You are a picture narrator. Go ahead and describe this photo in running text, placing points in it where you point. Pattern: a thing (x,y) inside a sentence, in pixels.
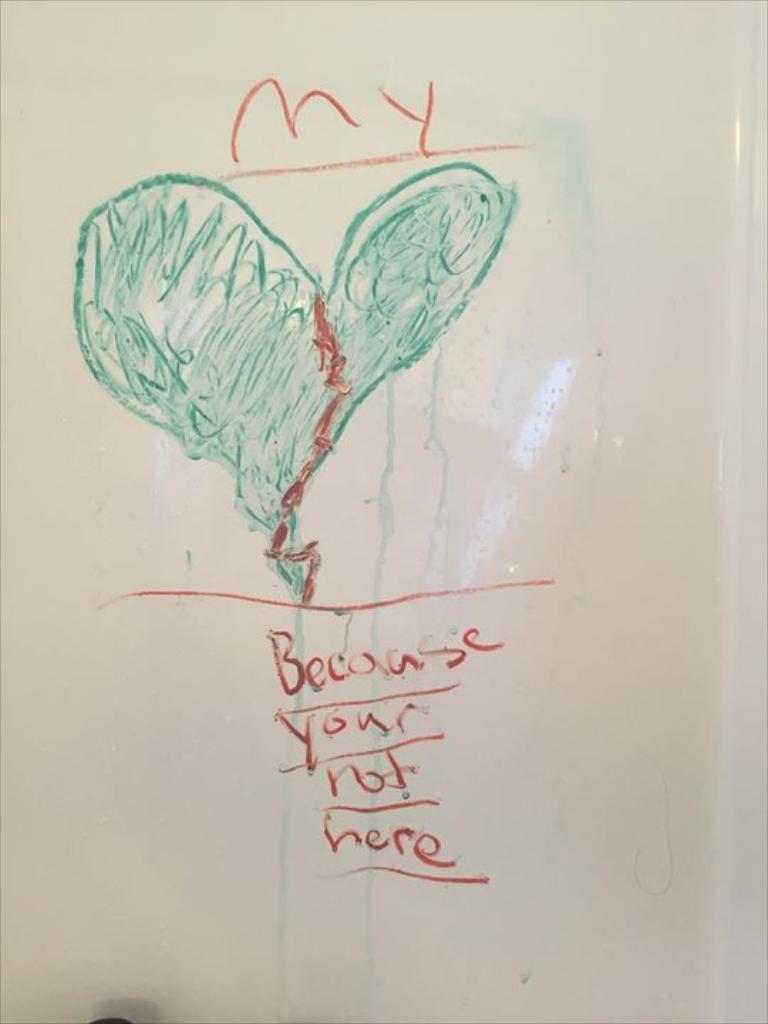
In this image we can see drawing (284,389) of heart (367,322) and some text (367,725) on a white surface (413,674).
